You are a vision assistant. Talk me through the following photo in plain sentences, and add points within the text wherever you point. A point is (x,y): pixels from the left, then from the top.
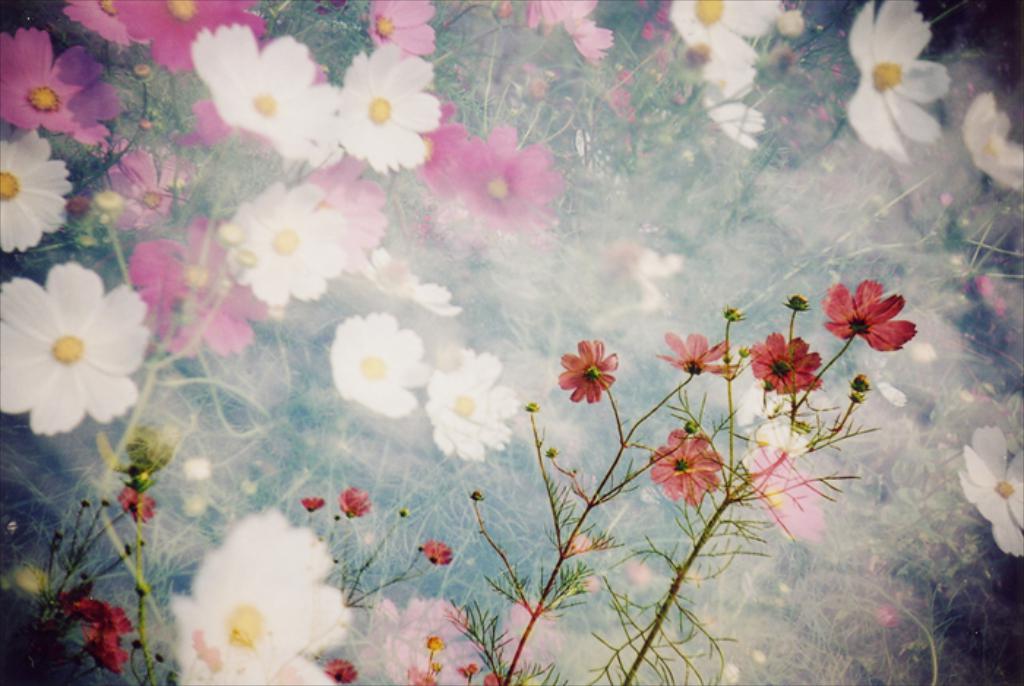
This is an edited image, we can see there are plants (311,224) with flowers (271,277) and buds (796,307).
